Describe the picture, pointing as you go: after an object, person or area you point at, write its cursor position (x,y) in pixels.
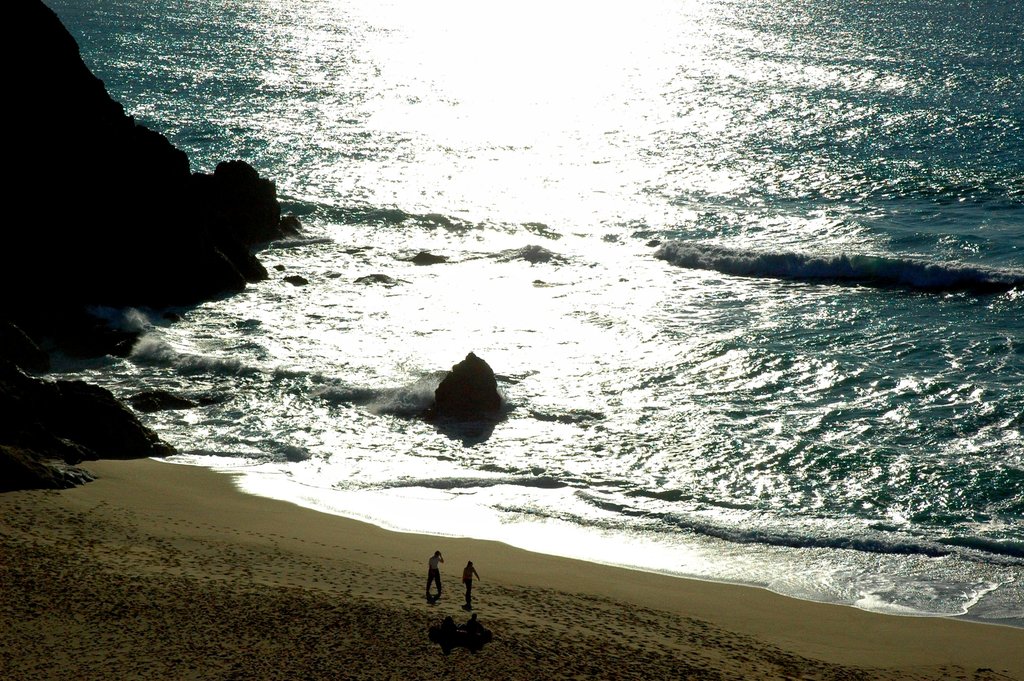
This image consists of two persons (436,572). It is clicked near the beach (189,605). At the bottom (608,510), we can see the sand (556,676) and water (656,351). On the left (57,270), there are rocks (42,281).
